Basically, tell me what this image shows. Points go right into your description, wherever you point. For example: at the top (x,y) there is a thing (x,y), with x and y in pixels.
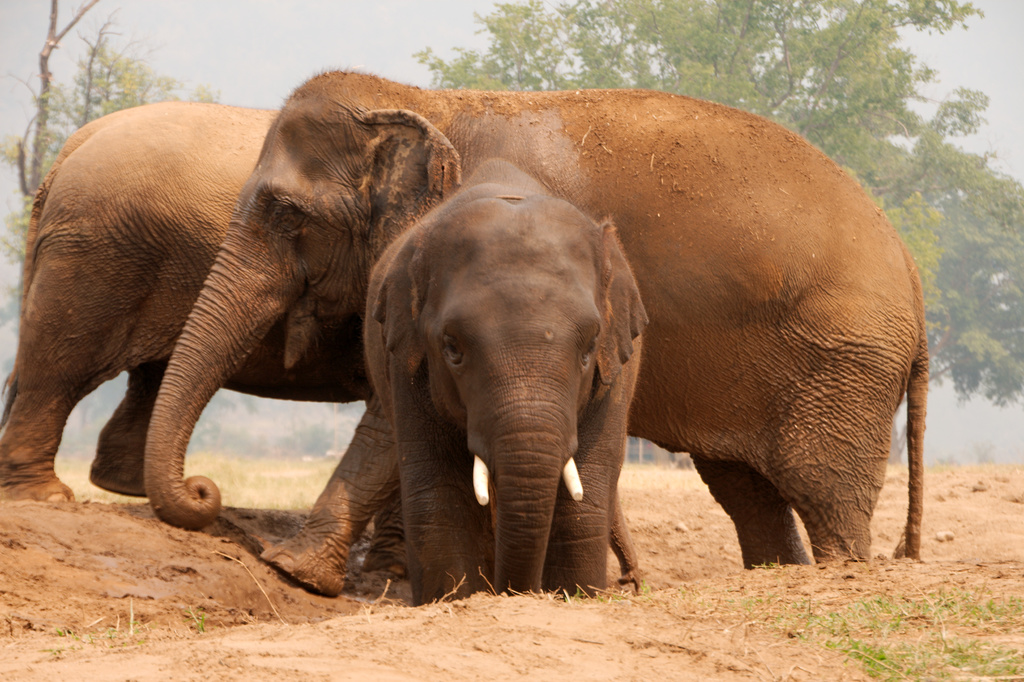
In the picture there are two elephants (236,170) and beside them there is a baby elephant (476,438) in the front (457,442), in the background (696,29) there are some trees (949,183).
